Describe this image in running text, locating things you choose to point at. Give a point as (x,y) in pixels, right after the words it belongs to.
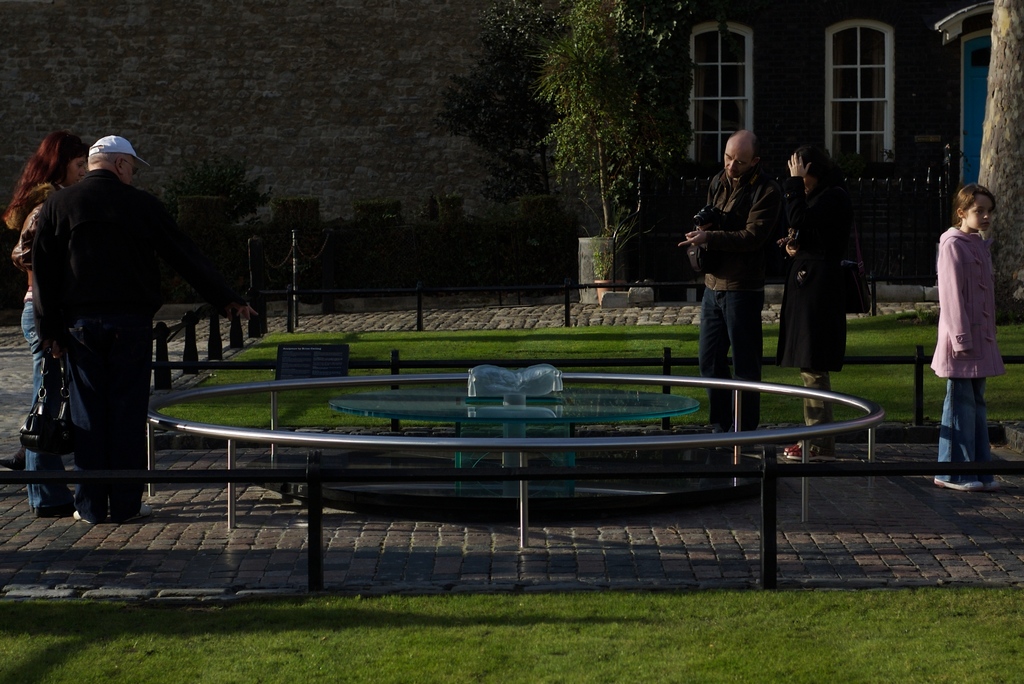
In this image we can see persons (91,504) standing on the floor (850,442), railings (768,433) around the sculpture (426,390), grass (443,369), information board (326,348), barrier poles (323,265), plants (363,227), bushes (349,230) and buildings (298,74).
